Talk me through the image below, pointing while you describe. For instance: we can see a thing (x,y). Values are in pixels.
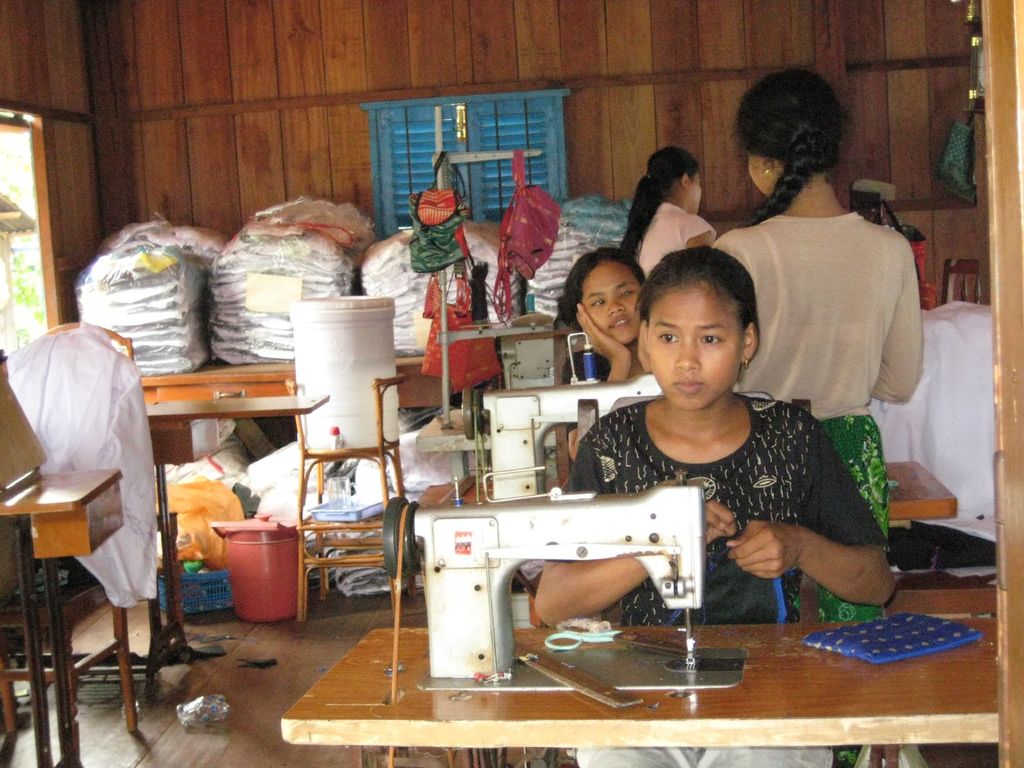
In this picture we can see four people (698,335) where two are standing and two are sitting and in front of them we can see sewing machines (570,555), scissor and in the background (429,351) we can see bags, clothes (370,285), wall (515,86), window (541,128).
